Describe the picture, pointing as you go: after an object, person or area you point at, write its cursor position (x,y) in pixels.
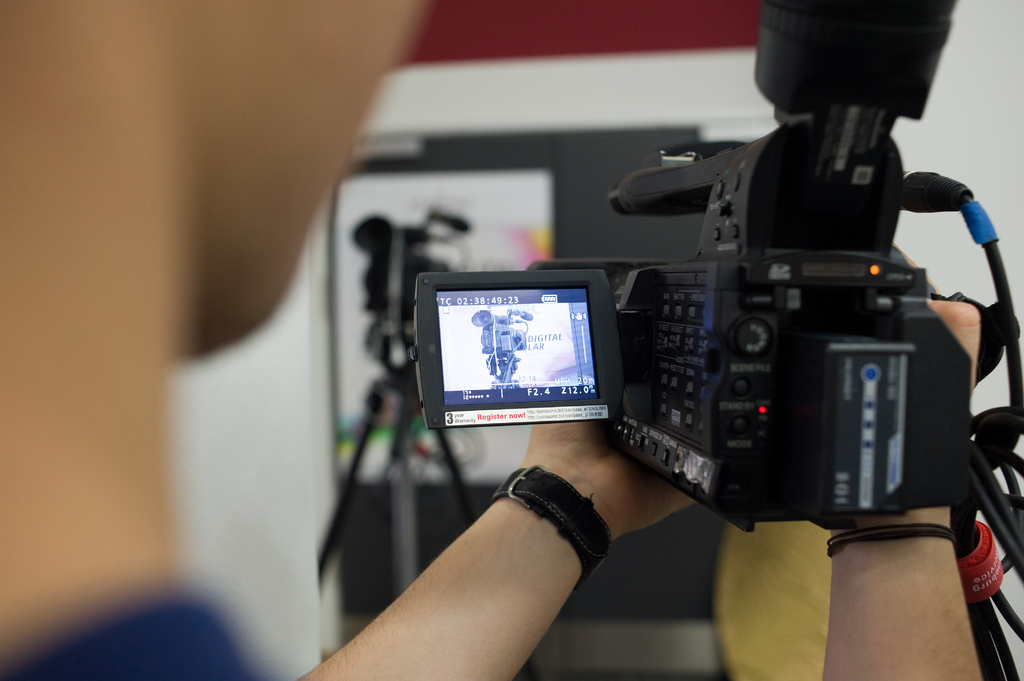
In this image in the foreground (95,388) there is one person (198,330) who is holding a camera (582,421), and in the background (479,229) there is another camera (389,226) and board (475,469).
